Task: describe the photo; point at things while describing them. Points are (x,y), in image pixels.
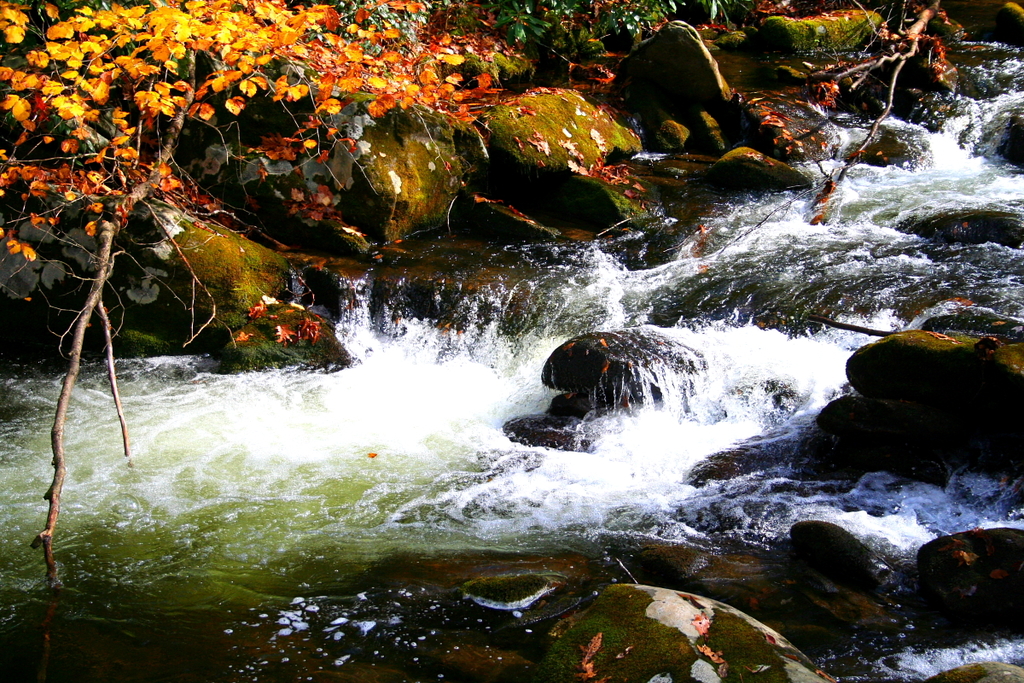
In the image we can see the river (521,364), stones (618,341), leaves (107,73) and the tree branches (57,461).
